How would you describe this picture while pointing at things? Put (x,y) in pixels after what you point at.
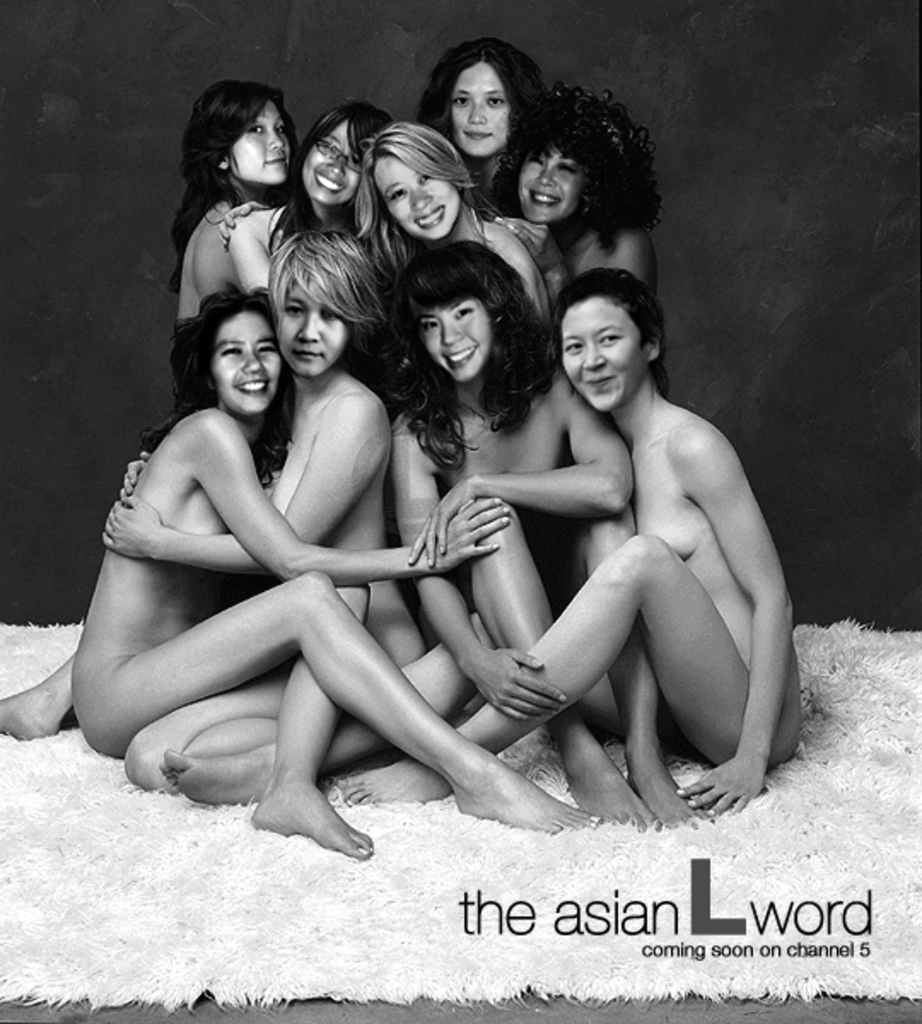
In this image we can see black and white image of a group of women (263,455) sitting on the surface (623,850) and some text (710,864) on it.
